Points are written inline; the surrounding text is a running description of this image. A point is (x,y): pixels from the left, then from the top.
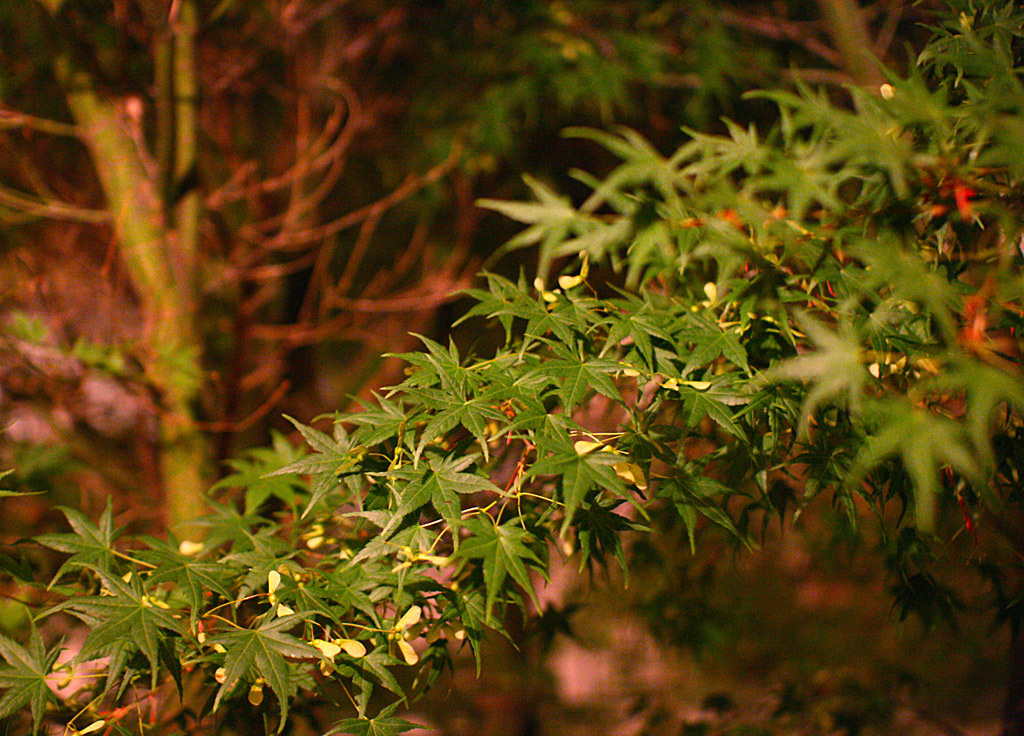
In this image there is a plant (415,556) with tiny flowers (413,647), and in the background (311,317) there are plants (303,193).
